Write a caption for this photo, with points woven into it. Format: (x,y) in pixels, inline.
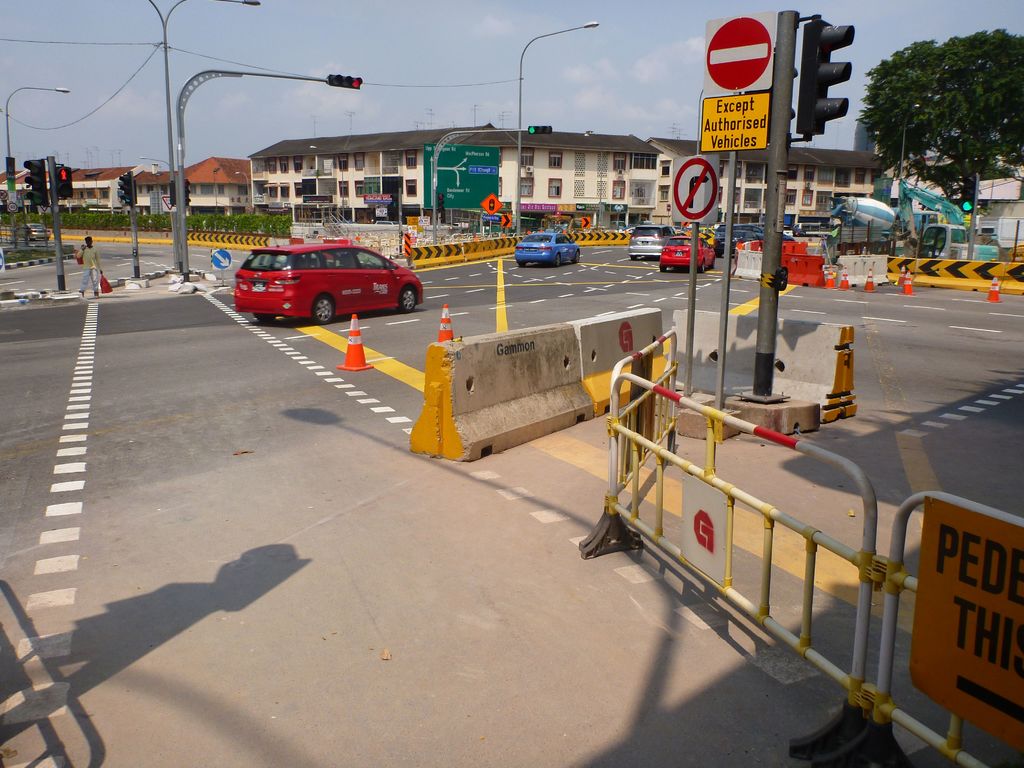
In this image there is a road (49,367) and we can see vehicles (328,273) on the road (297,434). There are poles (168,17) and traffic lights (333,82). On the left (102,291) there is a person (86,248) holding a cover (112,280). In the background (642,216) there are buildings (451,218). On the right (1010,81) we can see a tree (907,108). At the top (323,44) there is sky (427,57). There are sign boards (684,177). We can see traffic cones (353,325). There are railings (636,457) and we can see plants (244,224).
